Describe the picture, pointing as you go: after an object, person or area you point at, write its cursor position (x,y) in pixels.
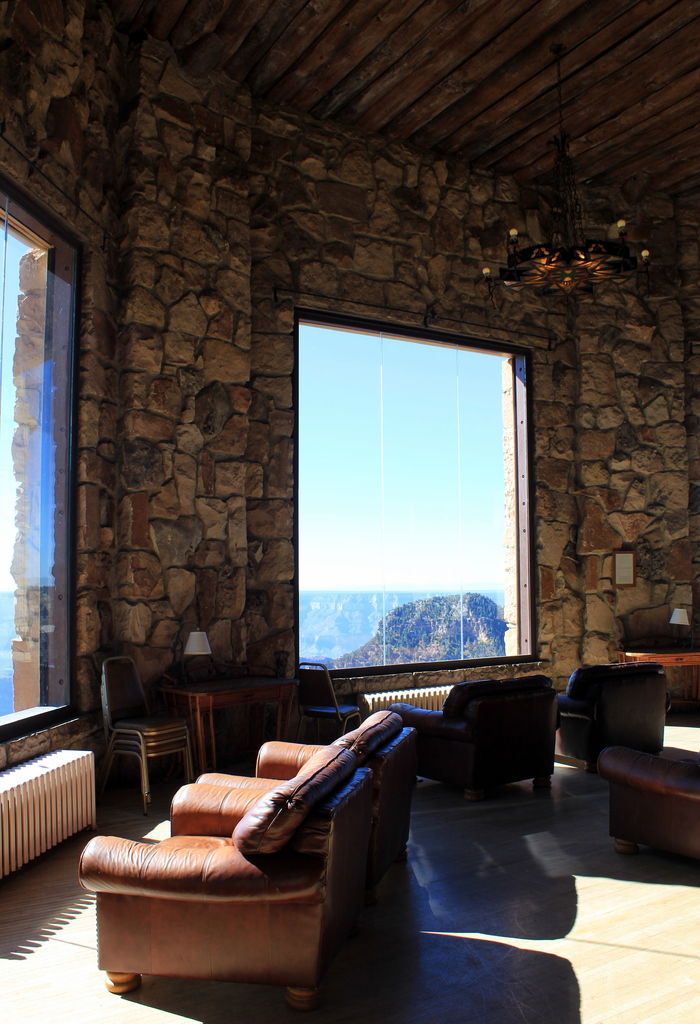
In this picture we can see a room (297,863) with sofa (284,784), table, lamp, chairs (127,680), windows (353,483), wall (630,591) with frames (621,584), floor (554,855).
